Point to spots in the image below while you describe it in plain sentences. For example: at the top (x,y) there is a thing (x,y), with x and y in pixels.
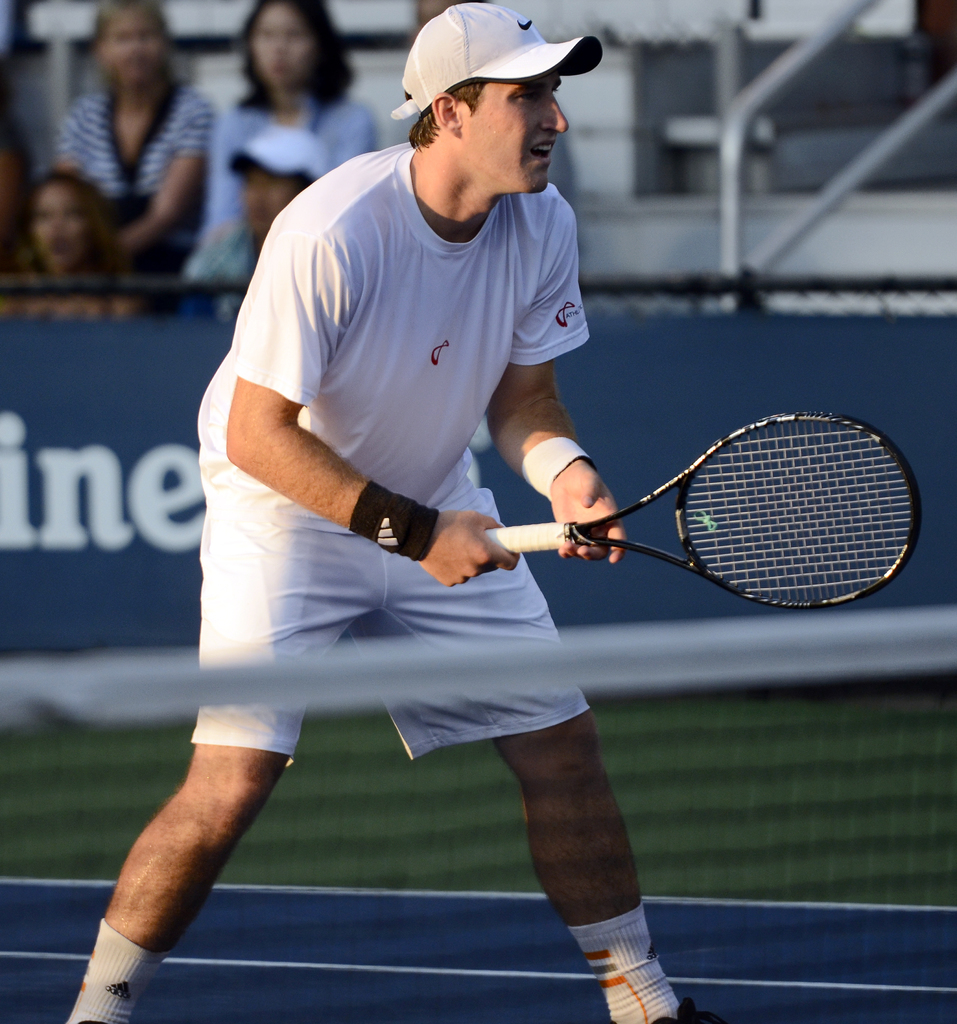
In the picture I can see a person (368,440) wearing white color dress (340,632), cap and socks (619,966) is holding a racket (788,579) in his hands (609,526) and standing on the ground (297,940). The background of the image (60,420) is slightly blurred, where we can see board (115,477) and a few people (306,65) sitting in the stadium (711,118).
